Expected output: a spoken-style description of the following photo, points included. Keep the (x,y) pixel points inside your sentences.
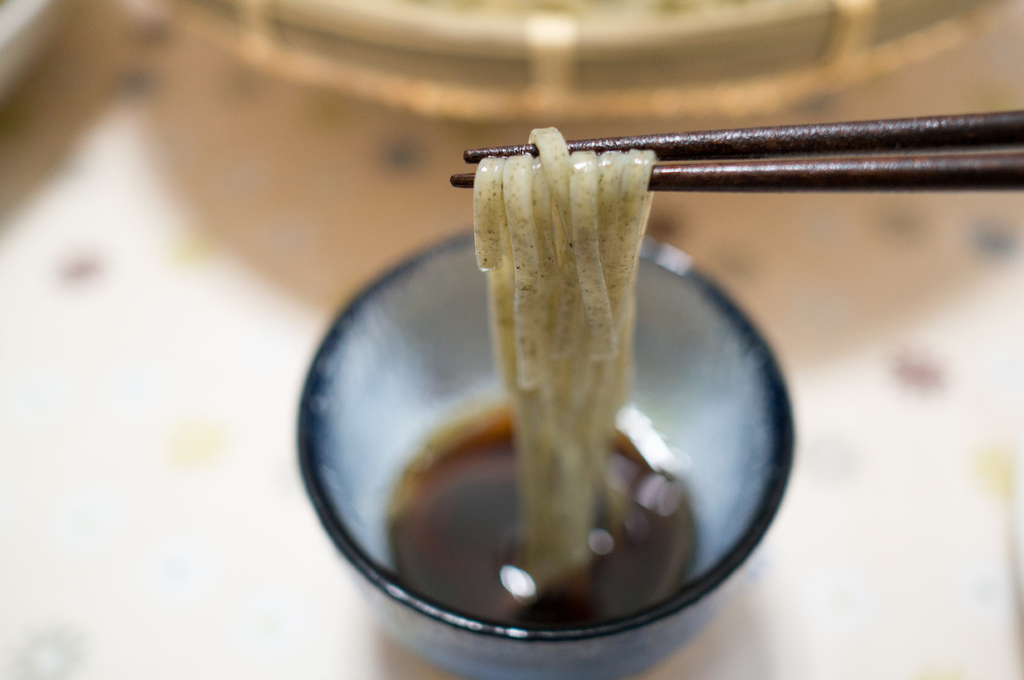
In this picture there is a glass (368,427) and chopsticks (802,138) and noodles (569,260) and background of this glass (450,331) is blur because in this picture noodle (568,224) and chopsticks (658,169) are focused.
